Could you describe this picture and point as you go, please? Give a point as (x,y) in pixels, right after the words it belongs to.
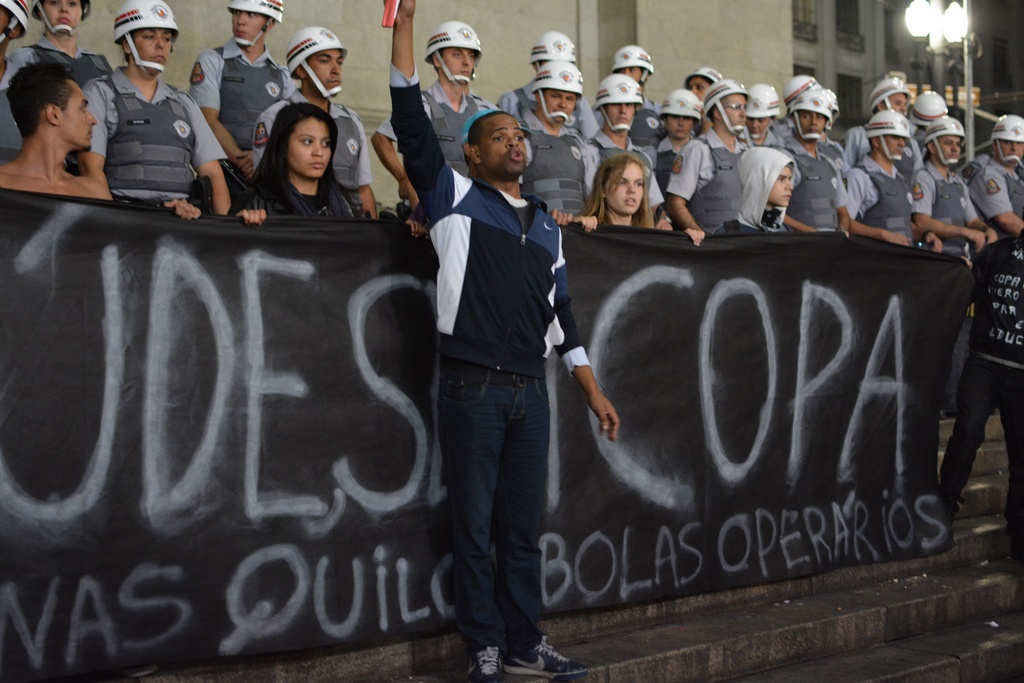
In this picture, this man (531,651) is standing and raising his hand (400,49). Backside of this man (512,332) there are a group of people (645,127). These people (286,170) are holding a banner (714,290). Background (946,21) we can see a light pole (916,41) and building (831,54).
